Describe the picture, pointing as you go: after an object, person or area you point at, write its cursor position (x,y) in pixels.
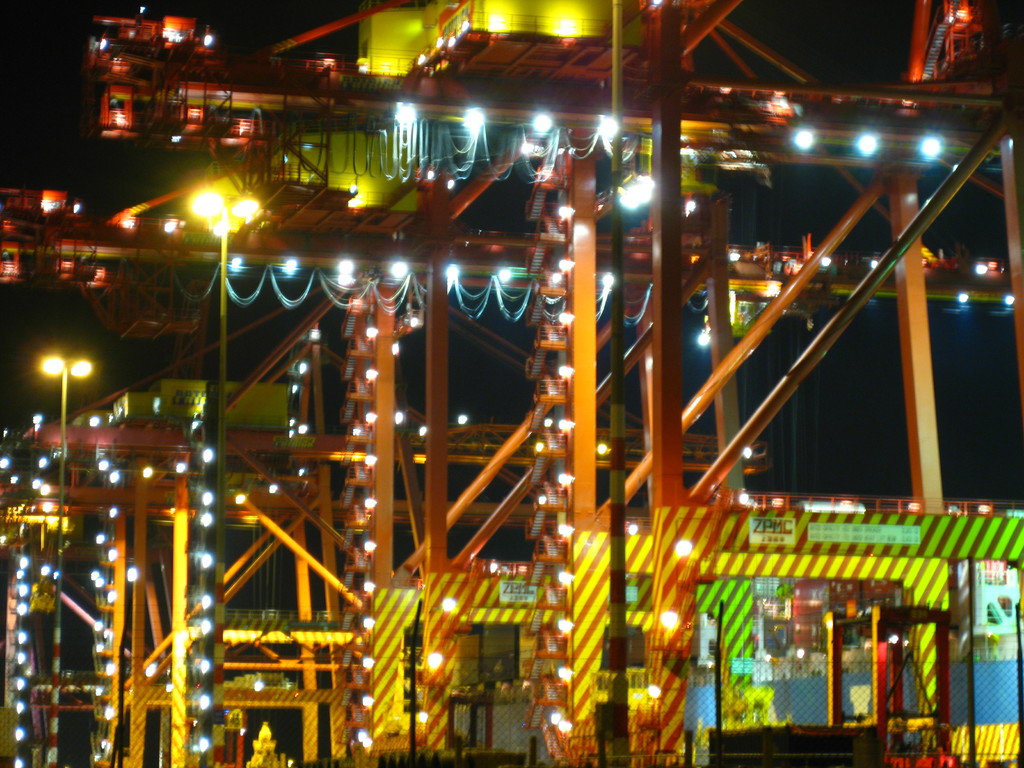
There are lights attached to the poles (122,702) and there is a bridge (437,214). And the background (14,38) is dark in color.
